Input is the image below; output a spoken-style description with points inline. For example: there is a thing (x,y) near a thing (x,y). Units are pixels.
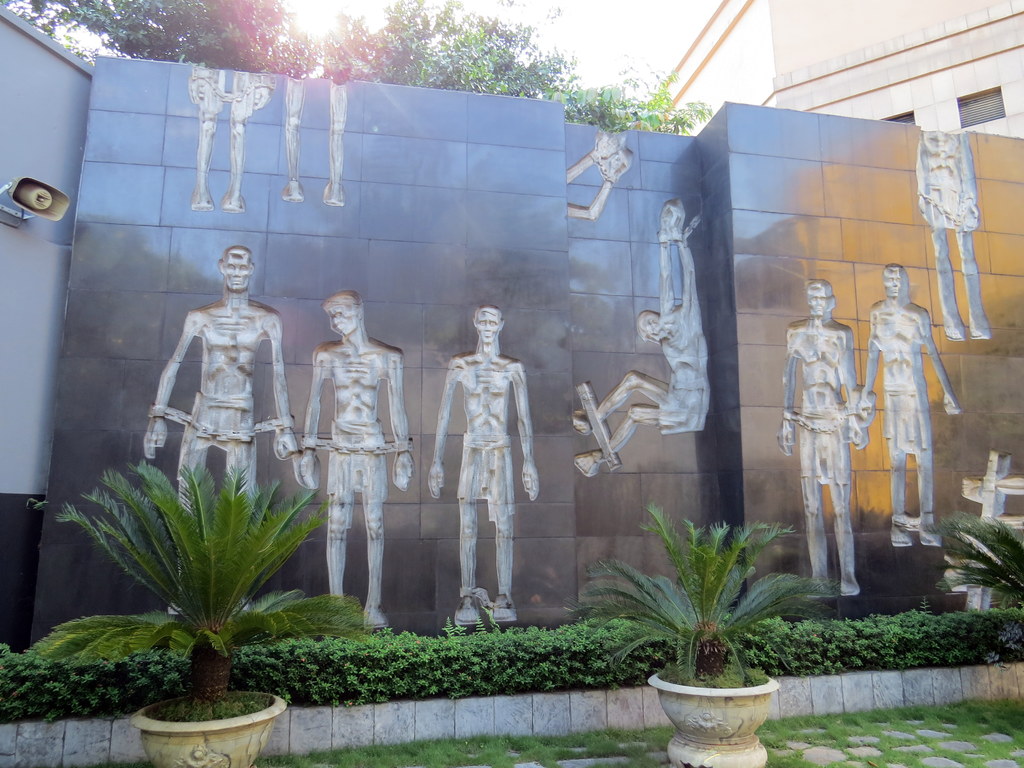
In this image I can see few plants (72,675), a tree (499,49), a building (929,53), a speaker (22,215) over here and on this wall (992,257) I can see an art (944,153).
